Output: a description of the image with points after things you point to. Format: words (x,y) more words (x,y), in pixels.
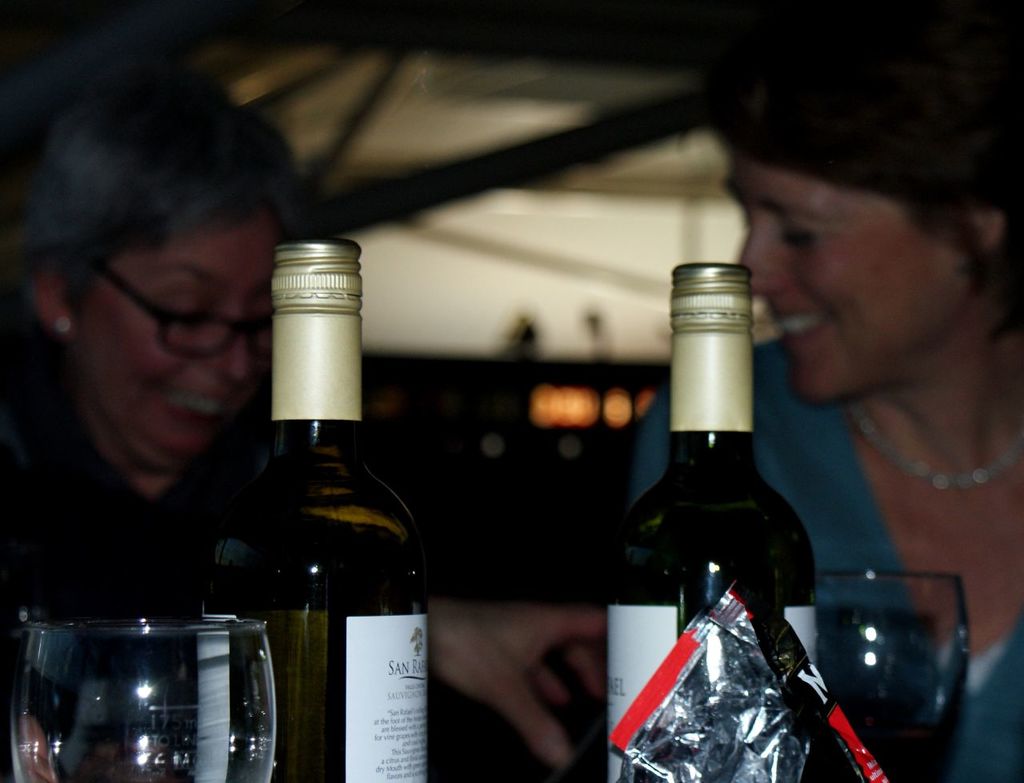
In this picture we can see two women (193,516) smiling, bottles (351,471), glasses (951,593), packet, lights (566,401) and in the background (440,238) it is blurry.
